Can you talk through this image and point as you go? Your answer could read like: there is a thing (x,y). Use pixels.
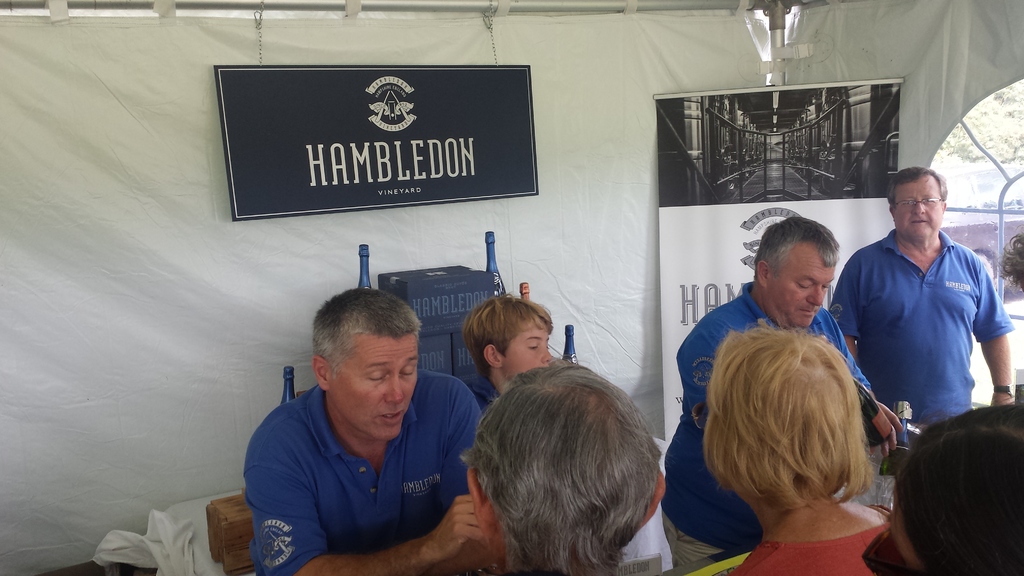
In this image there are people (853,328) standing under a tent (451,45), in the background (452,124) there are boards (490,129), on that boards (488,109) there is some text (767,214).
